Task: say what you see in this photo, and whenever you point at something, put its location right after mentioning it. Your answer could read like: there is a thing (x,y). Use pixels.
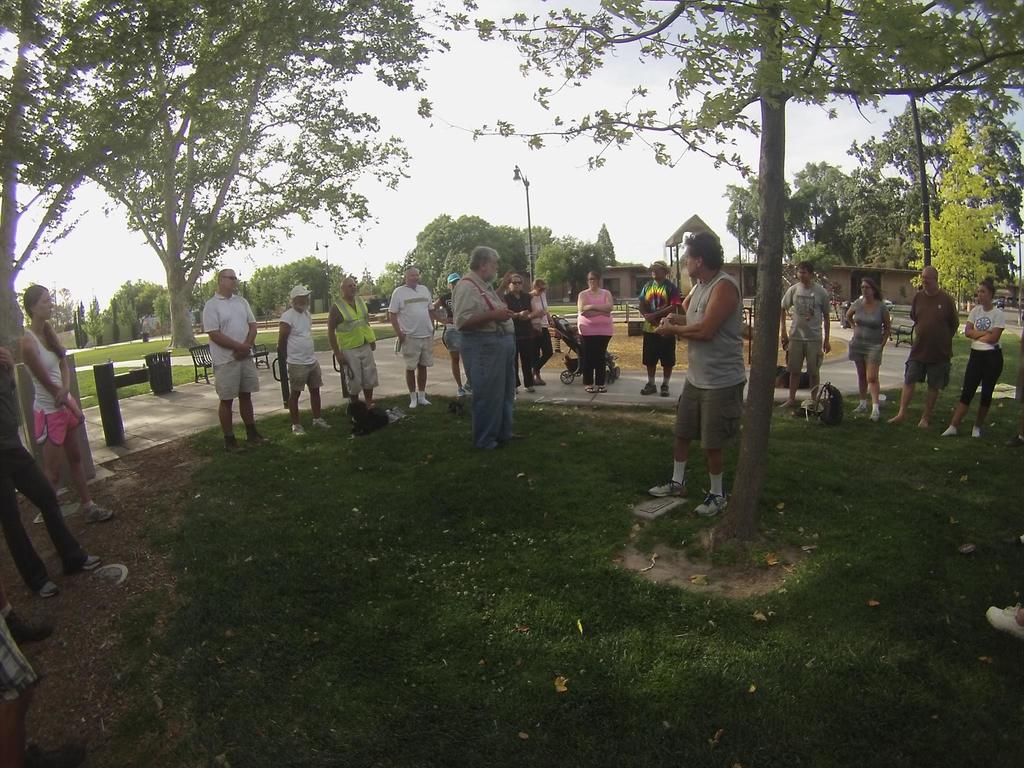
In this image I can see few people (12,439) are standing and wearing different color dresses (869,344). Back I can see few houses (838,286), light pole (529,244), trees (17,99), benches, dustbin (156,364), baby trolley (579,342) and few bags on the ground (403,598). The sky (552,193) is in white and blue color.
